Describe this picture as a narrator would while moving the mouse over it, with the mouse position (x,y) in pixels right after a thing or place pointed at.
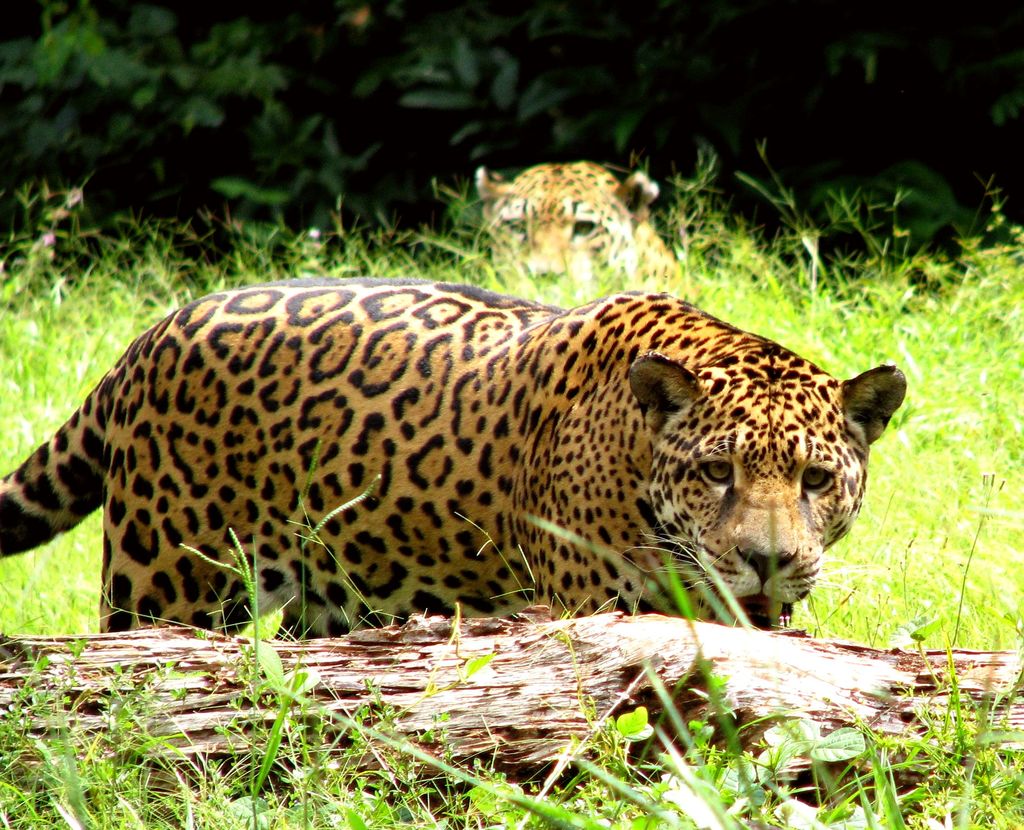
In the background (790,65) we can see green leaves (675,63). In this picture we can see leopards (554,368), grass (740,250), plants (10,241) and a branch (647,682).
